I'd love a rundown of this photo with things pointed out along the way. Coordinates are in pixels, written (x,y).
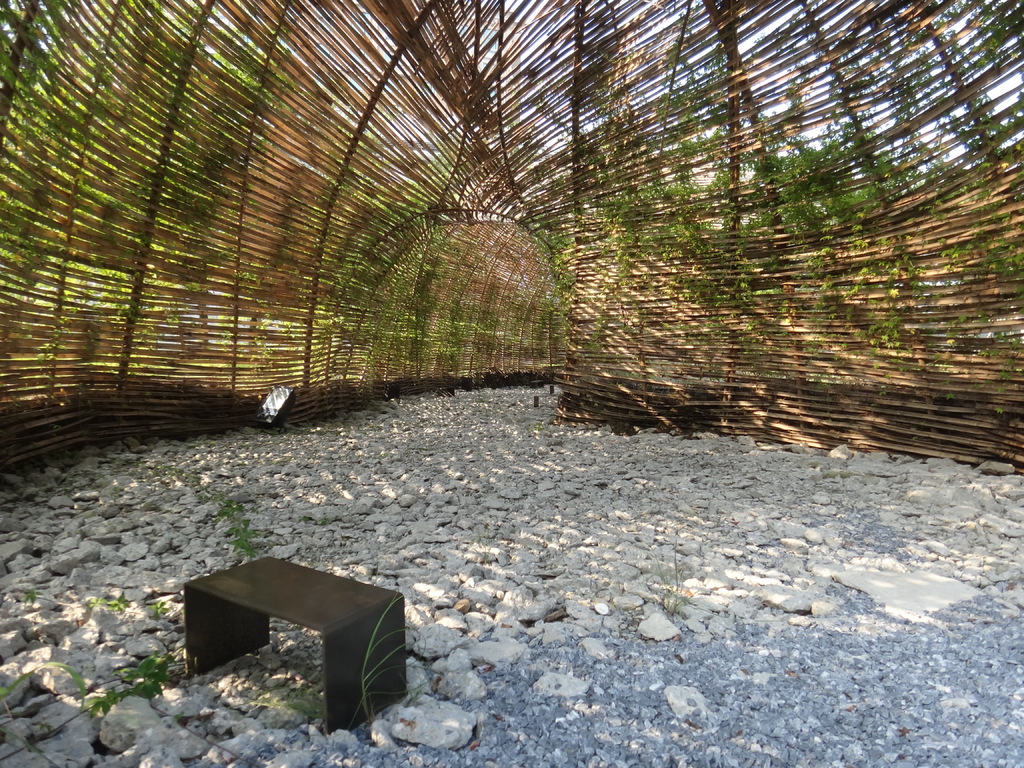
In this image there is a path (259,666) under the shed (584,389), there are few stones (278,728), a small table (275,571), few trees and the sky (536,120).
